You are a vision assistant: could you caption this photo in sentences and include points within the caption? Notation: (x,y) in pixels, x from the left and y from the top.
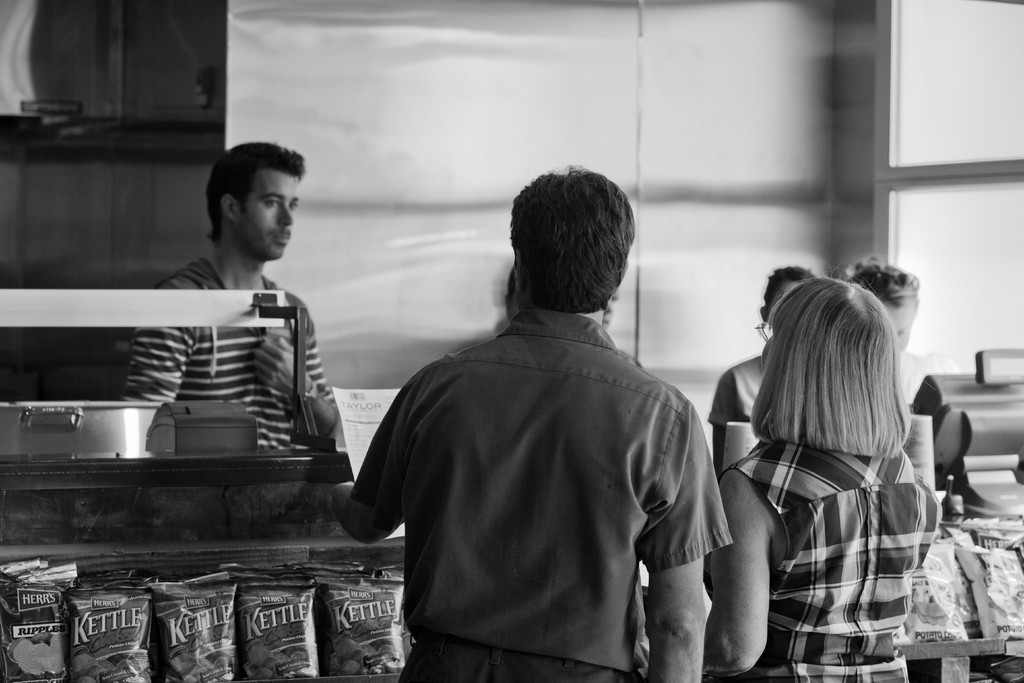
In the picture we can see some people (793,462) are standing near the desk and in the desk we can see some edible packs (4,571) from the glass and some person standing near it.
